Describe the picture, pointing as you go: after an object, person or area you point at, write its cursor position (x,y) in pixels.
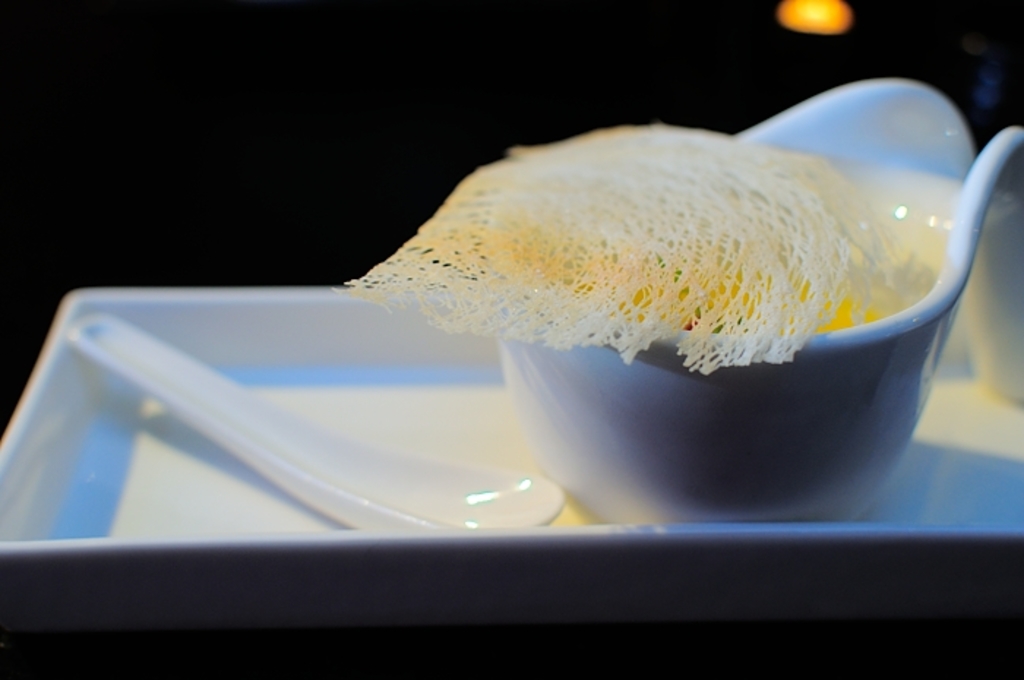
In this image there is a white color plate (385,529). In the plate (336,519) there is a bowl (832,394). In the bowl (817,373) there is some food (718,268), Beside the bowl (657,390) there is a spoon (338,469). At the top (817,19) there is a small light (814,14).
